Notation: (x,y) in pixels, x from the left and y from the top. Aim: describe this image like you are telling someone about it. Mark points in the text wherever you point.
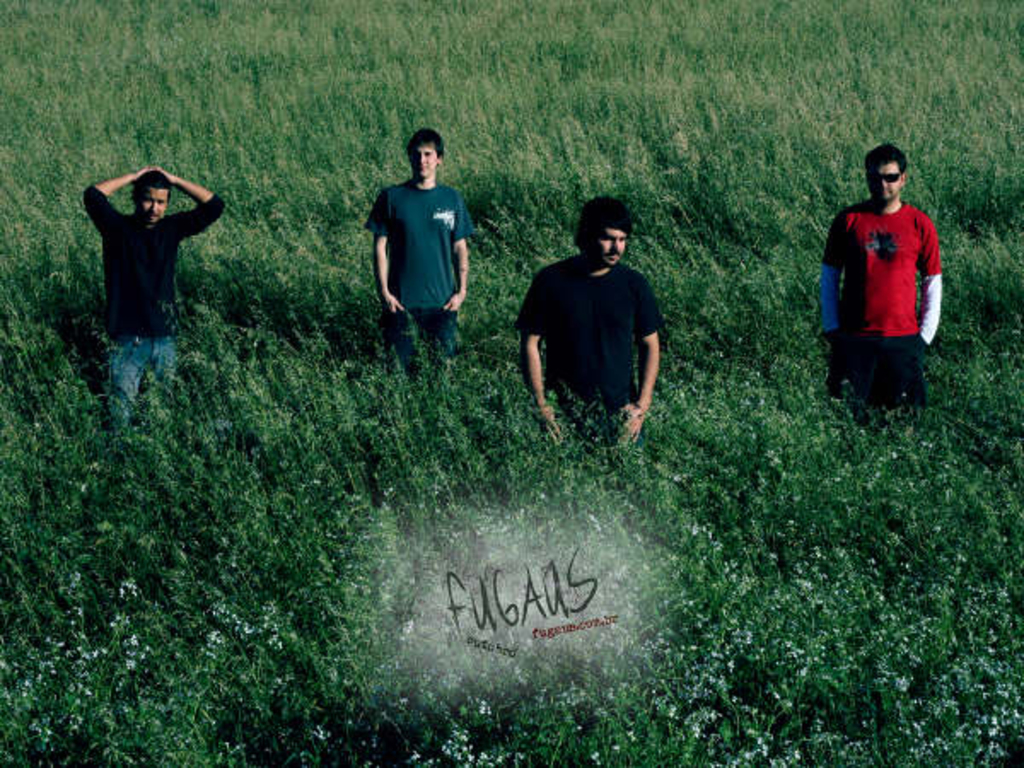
In this image we can see four persons (614,297) standing in the field (738,187), where we can see grass (237,574), flowers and some text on the image.
